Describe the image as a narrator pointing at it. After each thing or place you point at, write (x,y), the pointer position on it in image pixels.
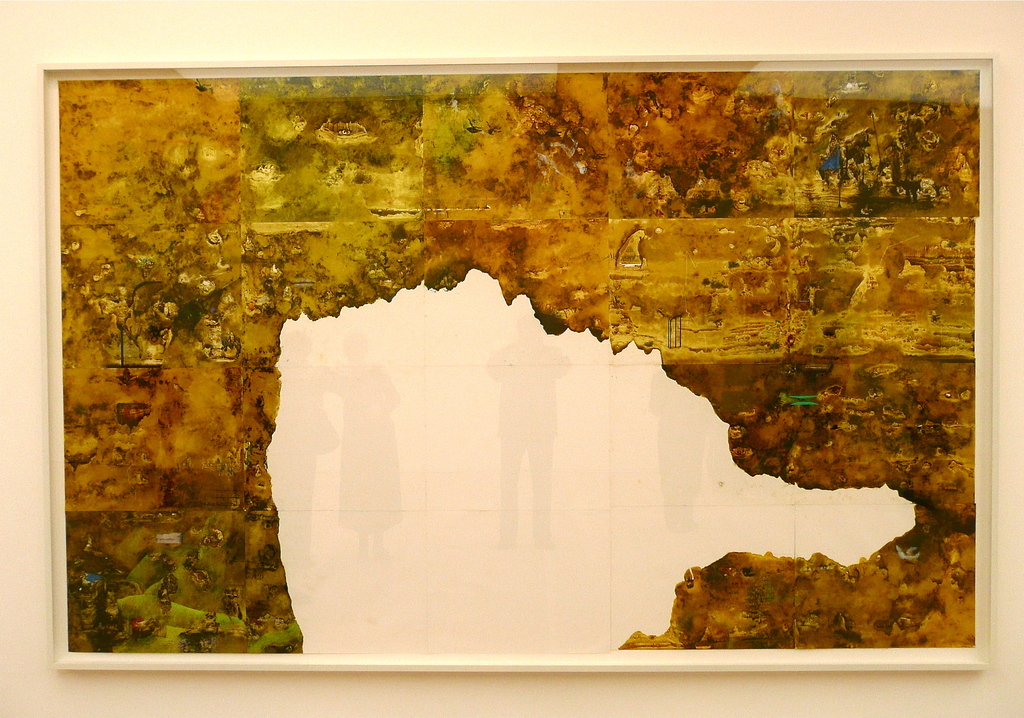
This is the picture of a frame (536,471) which is in white, yellow and orange color.
